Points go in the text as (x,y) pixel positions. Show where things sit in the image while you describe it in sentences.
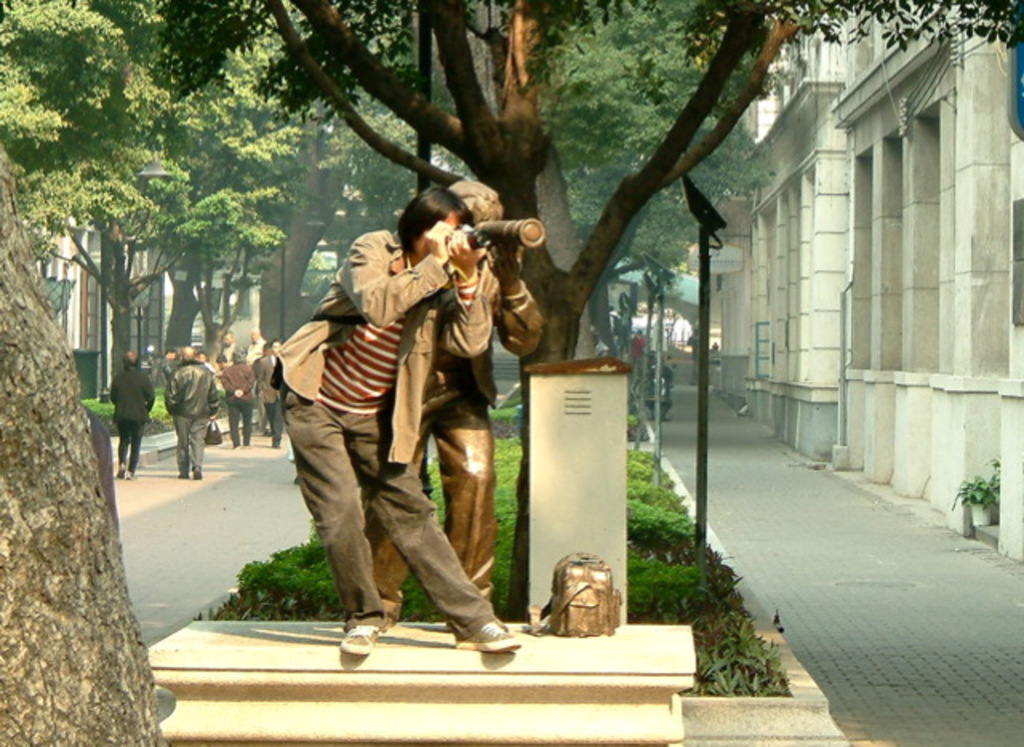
In the picture I can see the statue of a person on the marble bench (588,651) and there is a man (436,259) standing on the side of the statue (480,386) and he is holding the camera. I can see the trunk (131,673) of a tree (127,604) on the left side (35,450). I can see a few people (104,439) walking on the road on the left side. There are buildings (163,310) on the left side (255,311) and the right side (893,122) as well. In the background (721,150), I can see the trees (634,159).
